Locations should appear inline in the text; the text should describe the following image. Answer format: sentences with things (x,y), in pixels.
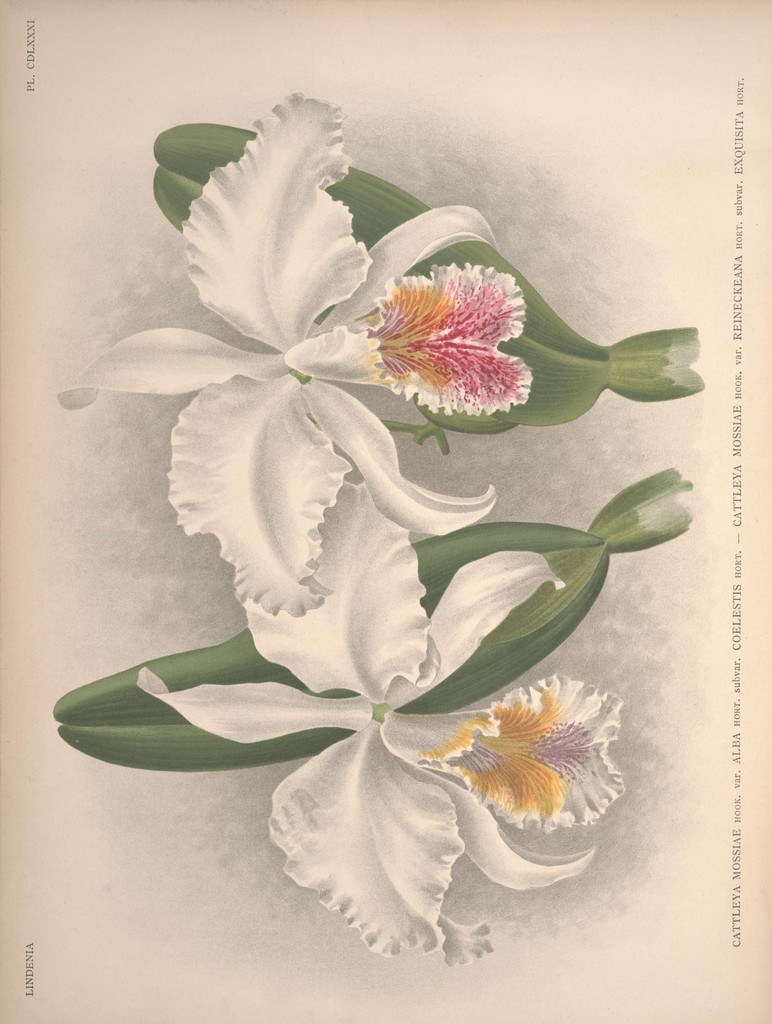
This is a painting and here we can see flowers (385,778) and there is a text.
